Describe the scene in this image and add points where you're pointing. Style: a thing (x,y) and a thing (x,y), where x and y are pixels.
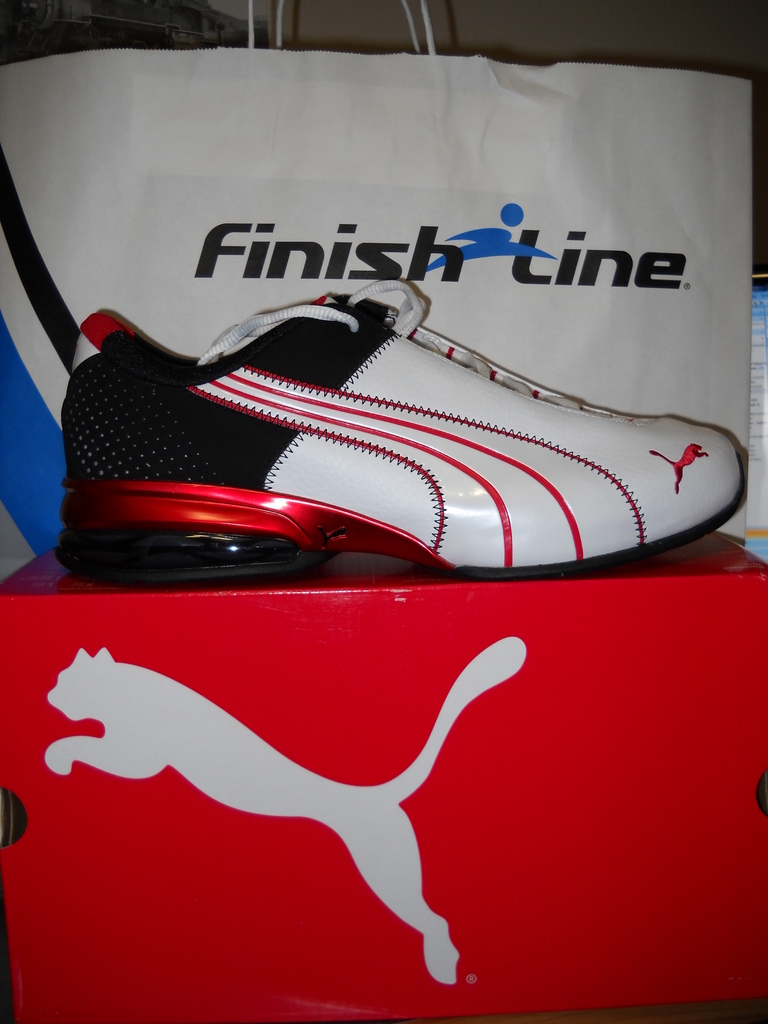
The picture consists of shoe (383,543), box (287,592) and a cover (367,190).
